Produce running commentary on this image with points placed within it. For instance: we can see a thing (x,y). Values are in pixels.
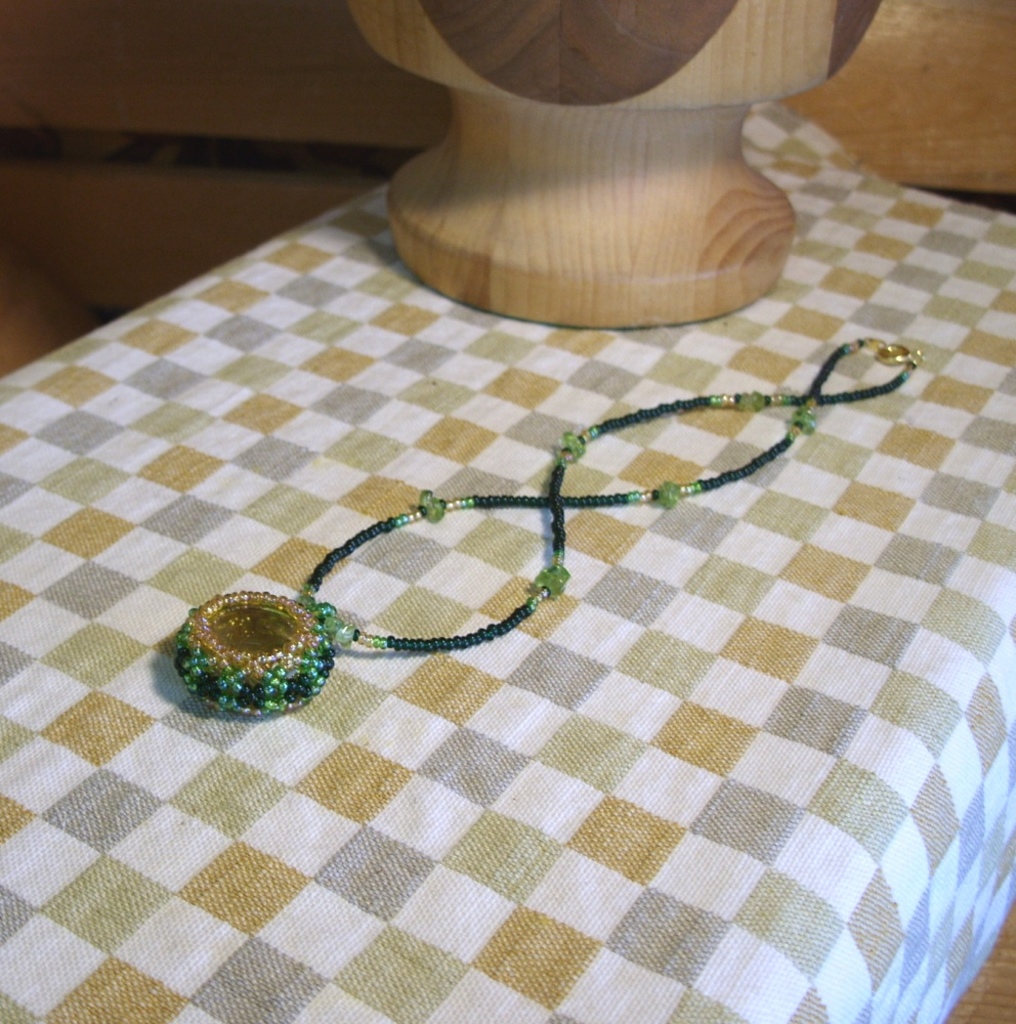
In this image there is a wooden structure (716,182) and a locket (238,608) with chain (307,592) are placed on a table (408,821).
